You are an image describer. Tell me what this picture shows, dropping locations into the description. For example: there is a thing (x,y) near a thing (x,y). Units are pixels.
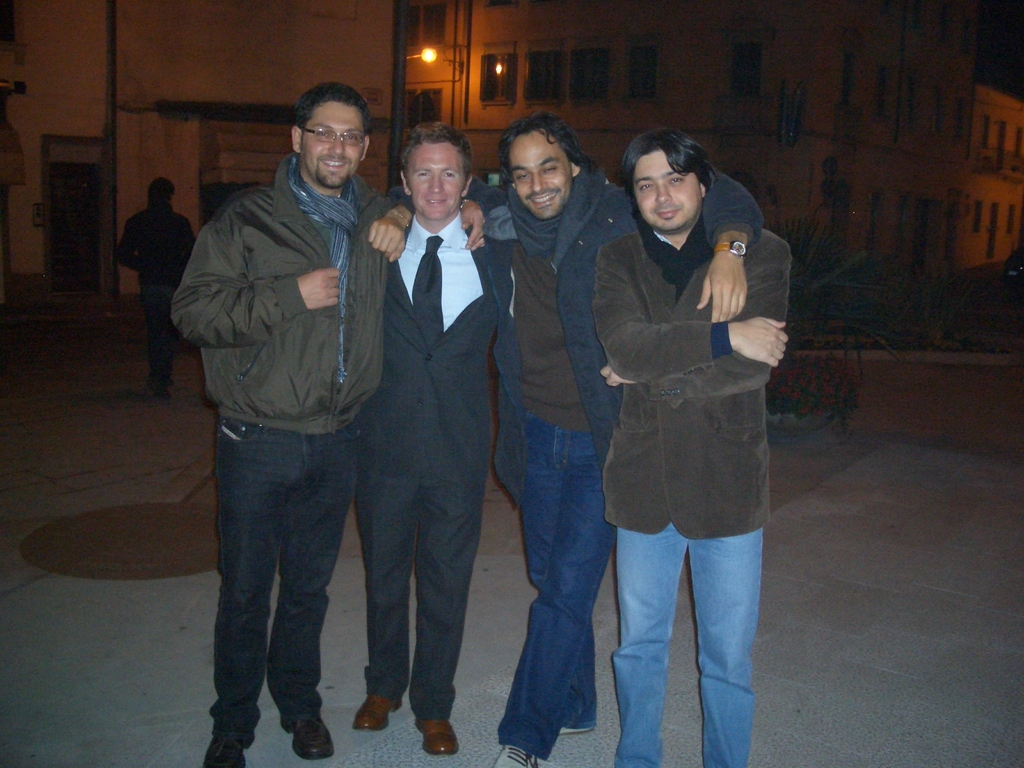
In this image we can see four persons (549,219) standing. In the back (637,127) there are buildings (637,111) with windows (792,119). Also there are poles (398,46). And there is a light (430,60). Also there is a person (150,207) and there is a tree (862,289).
